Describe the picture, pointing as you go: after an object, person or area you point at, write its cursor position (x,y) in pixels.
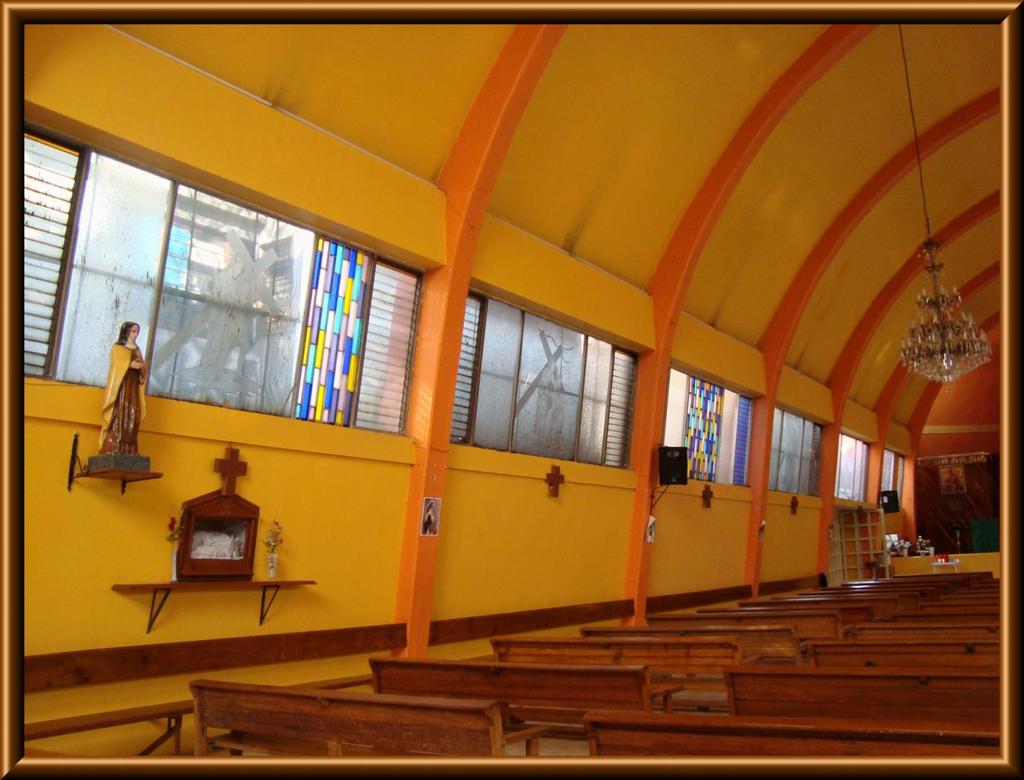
In this image I can see the inner part of the building (432,624). Inside the building (891,373) I can see the benches (570,684) which are in brown color. To the left (119,460) I can see the statue (102,455) and flower vases (175,573) on the table (256,582). I can also see the windows (390,378) and the yellow color wall (501,565) to the left (329,528).
